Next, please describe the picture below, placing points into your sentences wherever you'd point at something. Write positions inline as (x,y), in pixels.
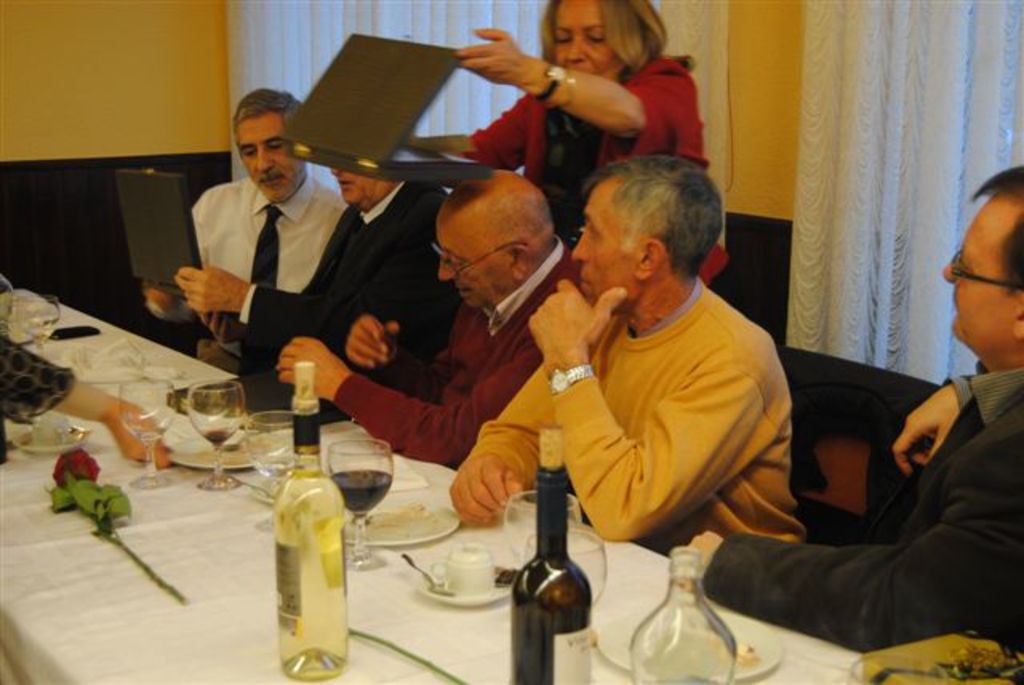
These persons (665,403) are sitting on chair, in-front of them there is a table (122,571), on this table (121,553) there is a flower (68,464), glasses (335,472), bottles (573,648), cup (477,567), gift box (884,656) and plates (229,450). Backside of this person (602,260) a woman (608,113) wore red jacket (651,87) and holding a case (381,157). These two persons (346,247) are looking at this case (155,233). This is window (922,139) with curtain (910,153).
